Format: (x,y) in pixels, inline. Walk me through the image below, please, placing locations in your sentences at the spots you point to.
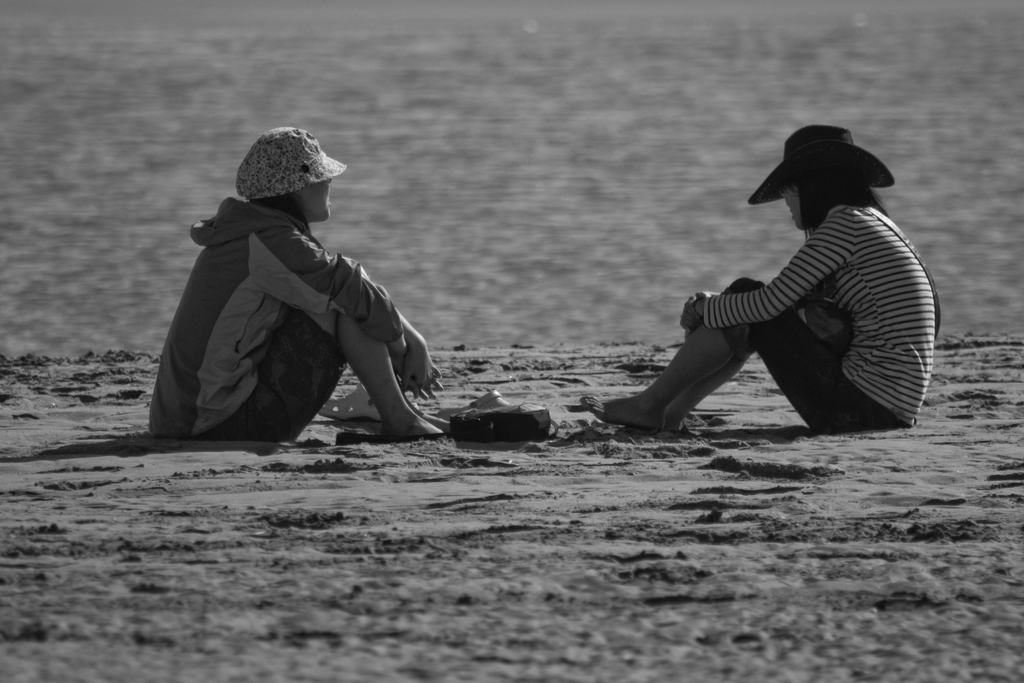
This is black and white image in this image there are two women (713,323) sitting on a sand (511,462) and there are slippers (360,403).
